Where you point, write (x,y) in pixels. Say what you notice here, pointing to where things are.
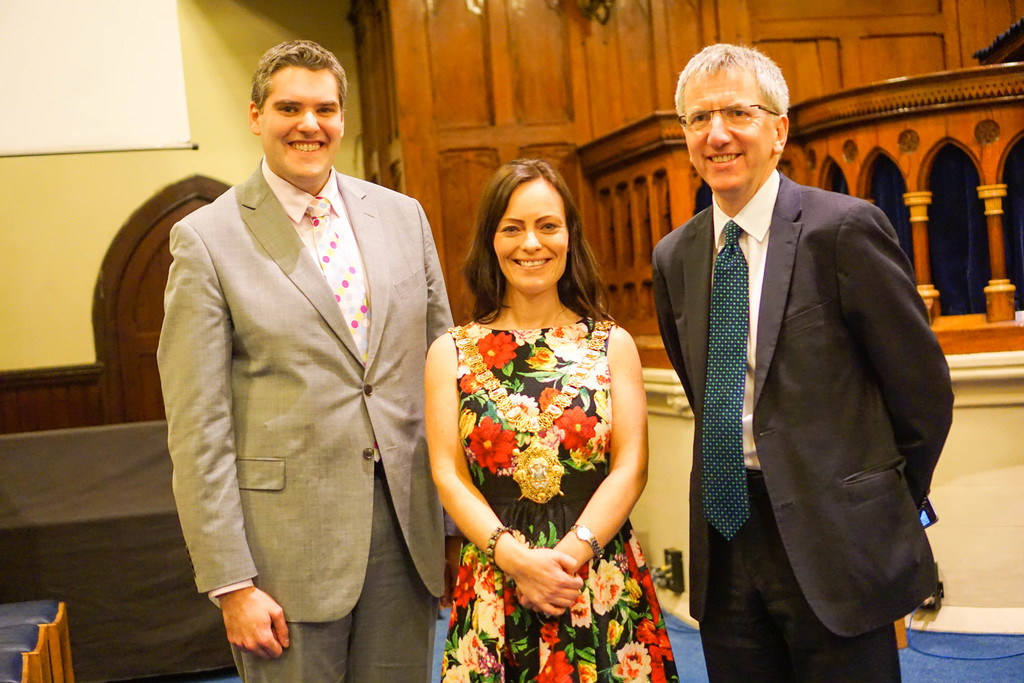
In this picture we can see three persons (412,446) standing. Behind the three persons (405,463), there are cables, a wooden architecture (526,142) and some objects (100,545). In the top left corner of the image (104,29), it looks like a projector screen (113,130) and there is a wall (55,249). In the bottom left corner of the image (58,635), those are looking like chairs (44,629).
